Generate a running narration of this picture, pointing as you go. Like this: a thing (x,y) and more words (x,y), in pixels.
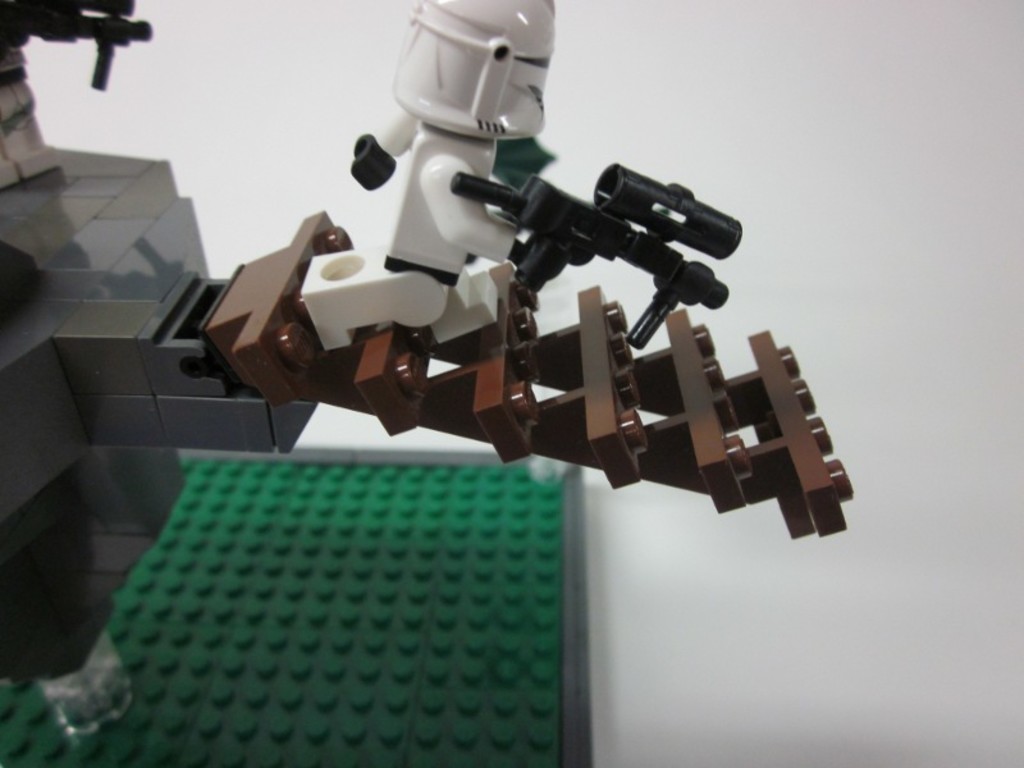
In the image there is a robot toy (428,173) on a lego building (371,354), on a table (717,683).
